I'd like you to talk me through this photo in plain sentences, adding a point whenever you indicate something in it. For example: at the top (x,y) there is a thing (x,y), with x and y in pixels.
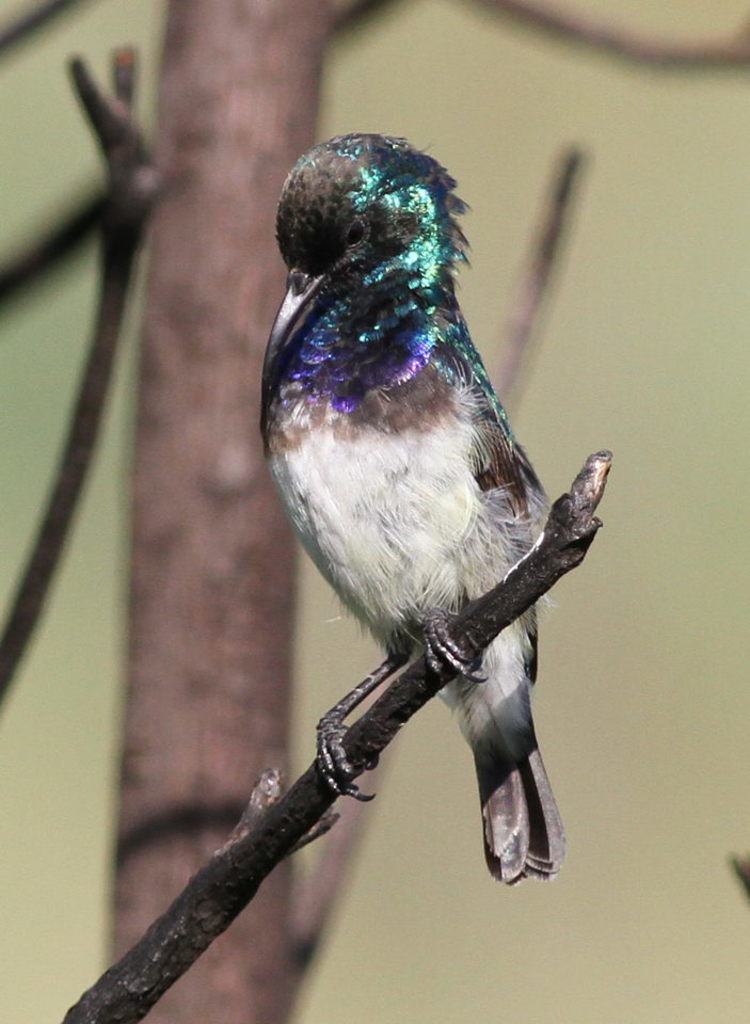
In this image we can see a bird (339,588) on the tree branch (233,899).
